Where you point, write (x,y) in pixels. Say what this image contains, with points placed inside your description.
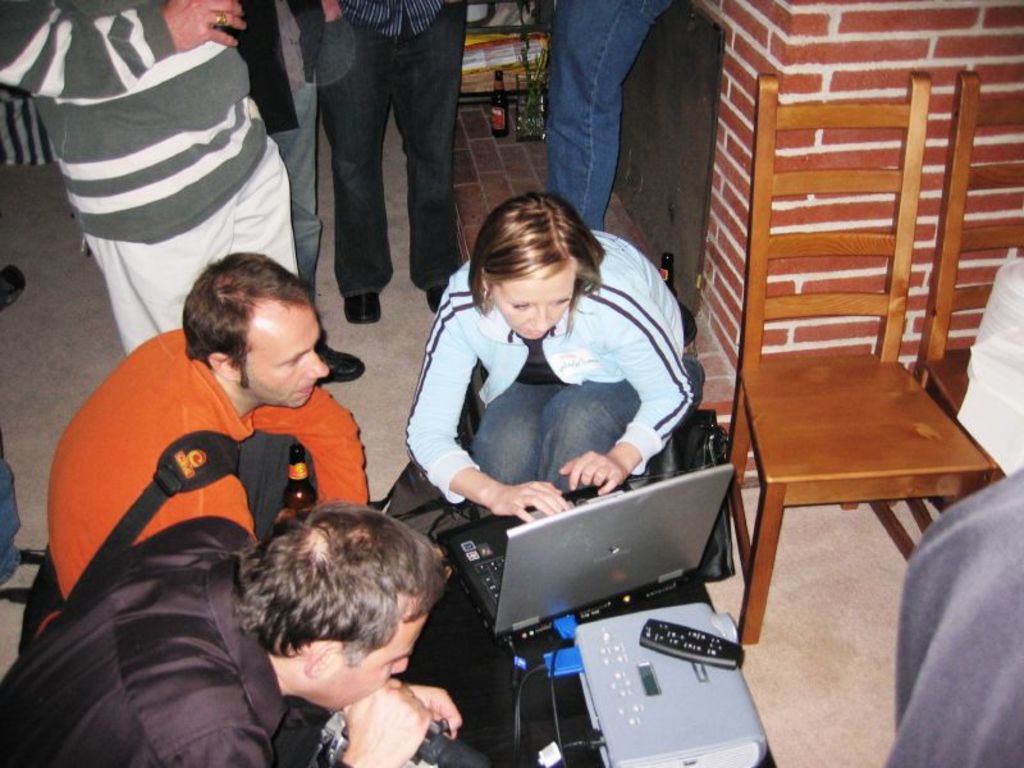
At the bottom of the picture (376,642) there are people (156,669), backpacks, laptop (621,548), cables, chairs (853,436), papers (1001,409) and other electronic gadgets (621,749). At the top (426,81) there are people (381,65) standing and there are bottle (493,109), wall (735,65) and other objects (502,68).
